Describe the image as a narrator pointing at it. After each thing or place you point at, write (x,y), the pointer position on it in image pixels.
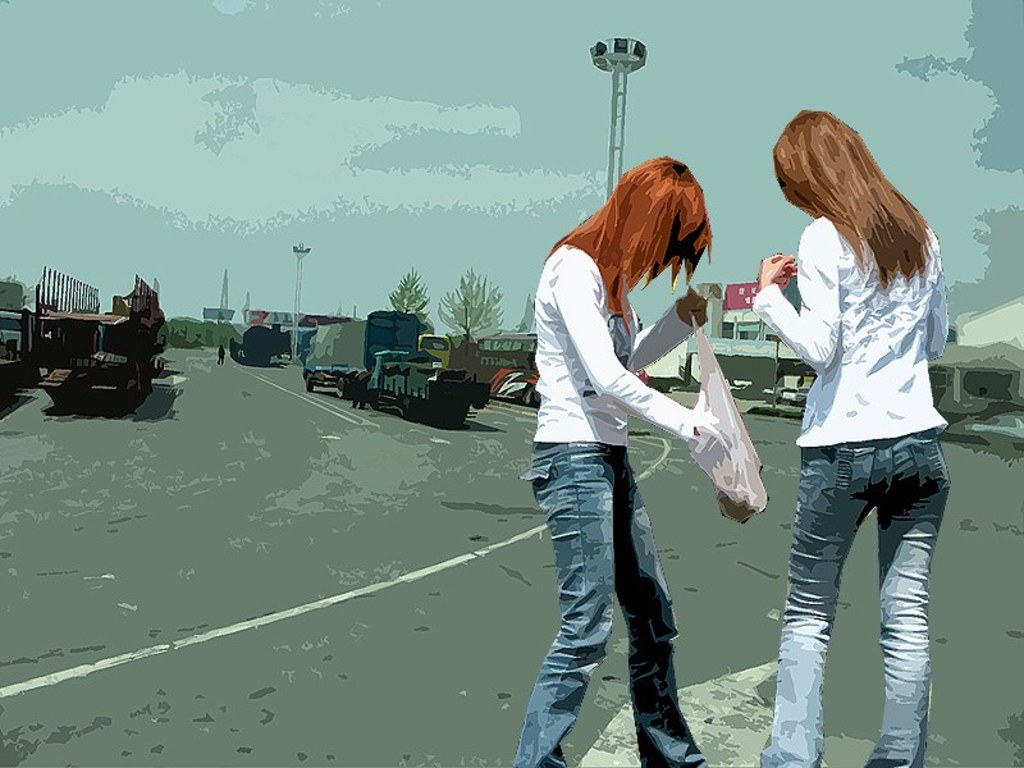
In this image I can see the depiction picture. In that picture I can see two women (892,308) are standing in the front (837,354) and one of them is holding a cover (710,354). I can also see both of them are wearing same colour dress (581,508). In the background (508,357) I can see number of vehicles (109,383) on the road (530,522), few buildings (722,329), few poles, few trees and the sky (437,248).
